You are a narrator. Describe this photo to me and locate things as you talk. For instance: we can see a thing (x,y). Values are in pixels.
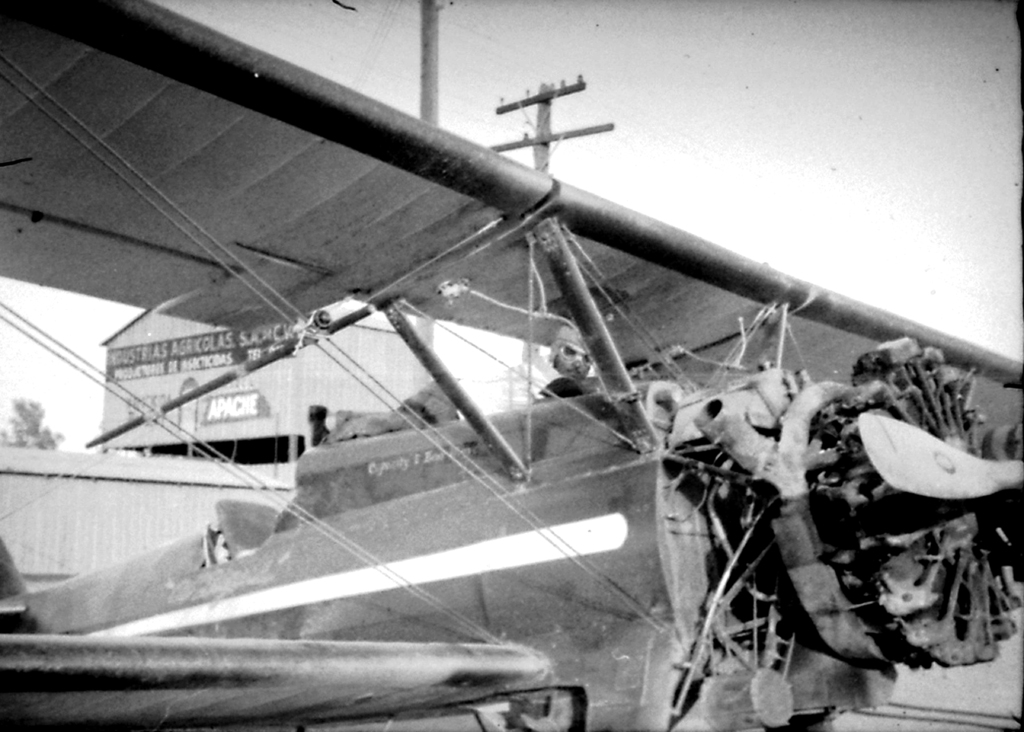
This is a black and white image. In this image, we can see a vehicle (450,576), on that vehicle (438,210), we can see a person (573,352). On the left side (192,415), we can see a building (293,380), electric pole (510,105), electric wires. At the top (832,97), we can see a sky (1002,204).
